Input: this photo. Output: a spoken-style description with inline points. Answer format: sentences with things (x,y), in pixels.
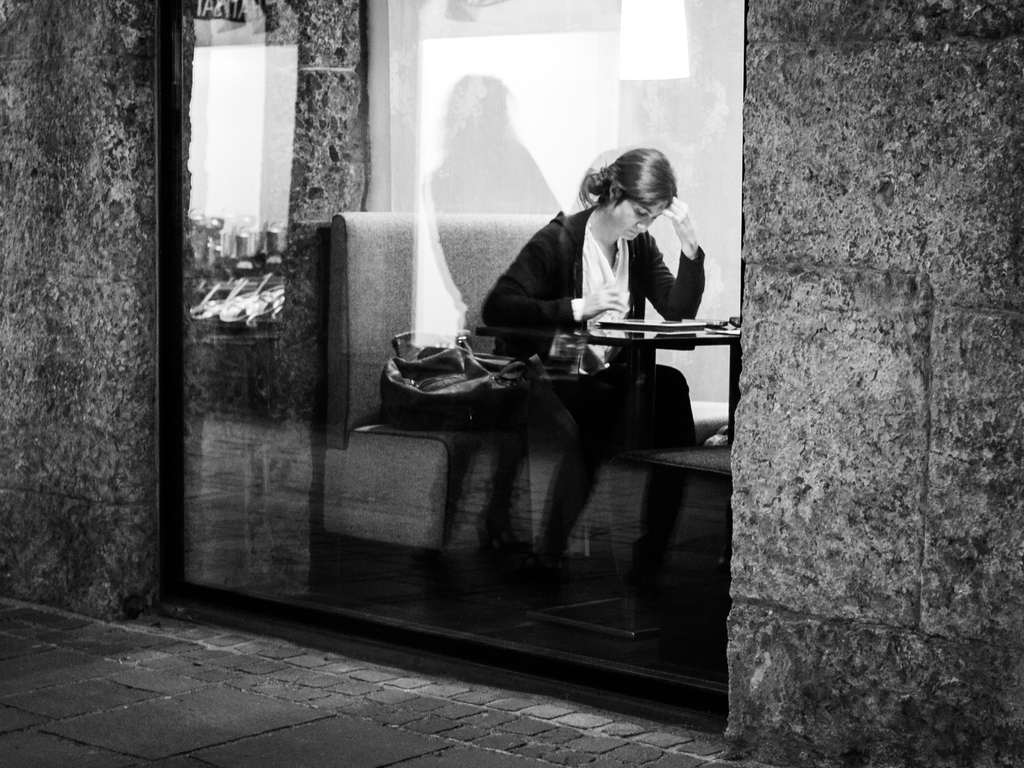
In this image there is a wall (147,293), glass (237,307) visible in the foreground (825,281), behind it there is a woman (577,286) sitting on sofa chair (336,366), in front of it there is a table (698,344), on the table (663,336), there are some object (690,321), on the sofa set (344,356) there is a bag (452,410).
